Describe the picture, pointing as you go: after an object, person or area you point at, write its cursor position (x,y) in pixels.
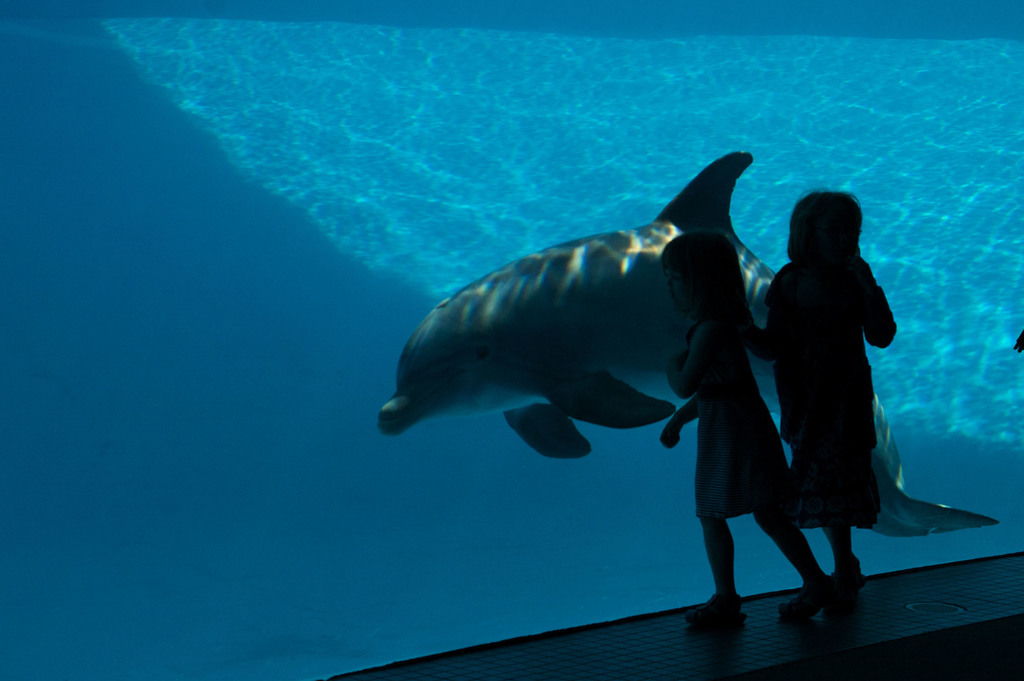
Here we can see two girls (813,245) are walking on the platform (383,669). In the background (394,300) we can see a dolphin (562,303) in the water (605,163).
